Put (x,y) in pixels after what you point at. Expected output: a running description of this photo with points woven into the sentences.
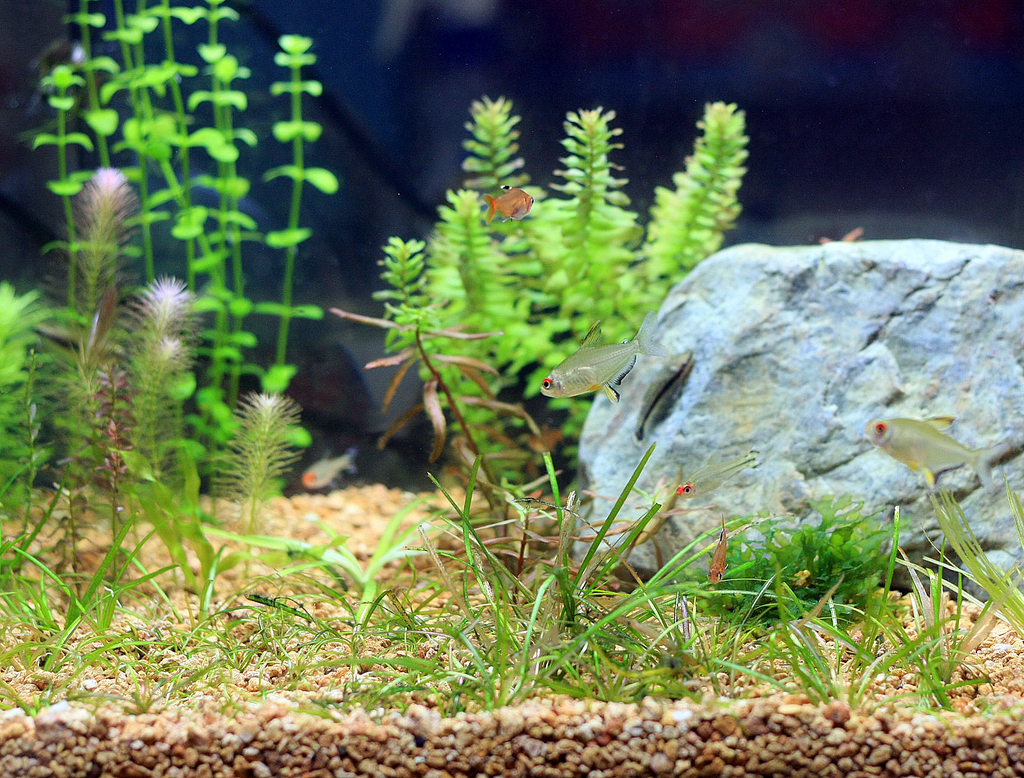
There is a stone (607,437) in the image. There are fishes (603,377). There is grass (620,551) and water plants (129,38). At the bottom of the image (373,733) there are stones (190,772).
